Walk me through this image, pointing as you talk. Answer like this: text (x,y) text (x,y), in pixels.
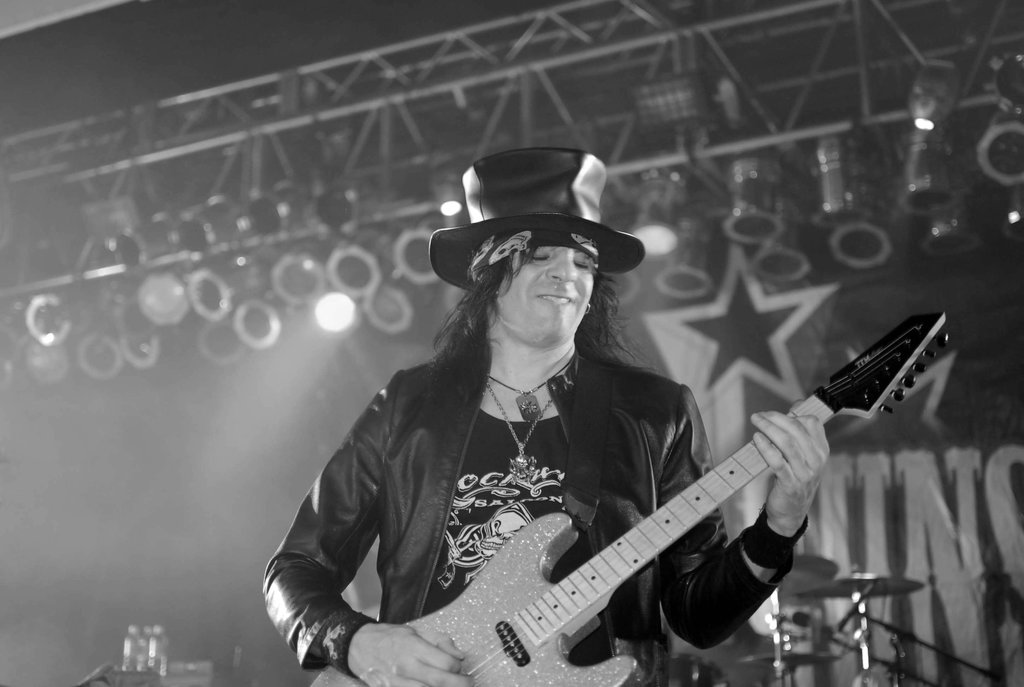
In this image there is a person (543,484) wearing black color jacket (646,384) and black color hat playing musical instrument (916,327) and at the background of the image (650,192) there are lights (652,205).
